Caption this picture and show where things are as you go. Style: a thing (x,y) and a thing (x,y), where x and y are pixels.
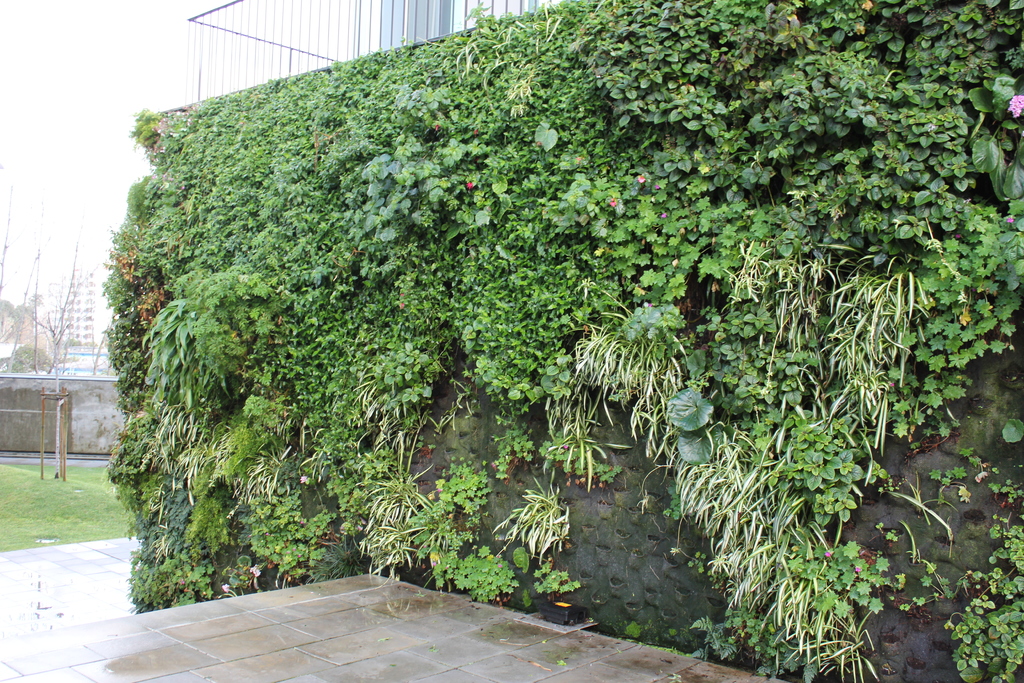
In this image there are plants (392,213) to the wall (996,395) of a building (456,24), and there are iron grills (466,8), building (72,288), trees (57,374), sky (18,272).
